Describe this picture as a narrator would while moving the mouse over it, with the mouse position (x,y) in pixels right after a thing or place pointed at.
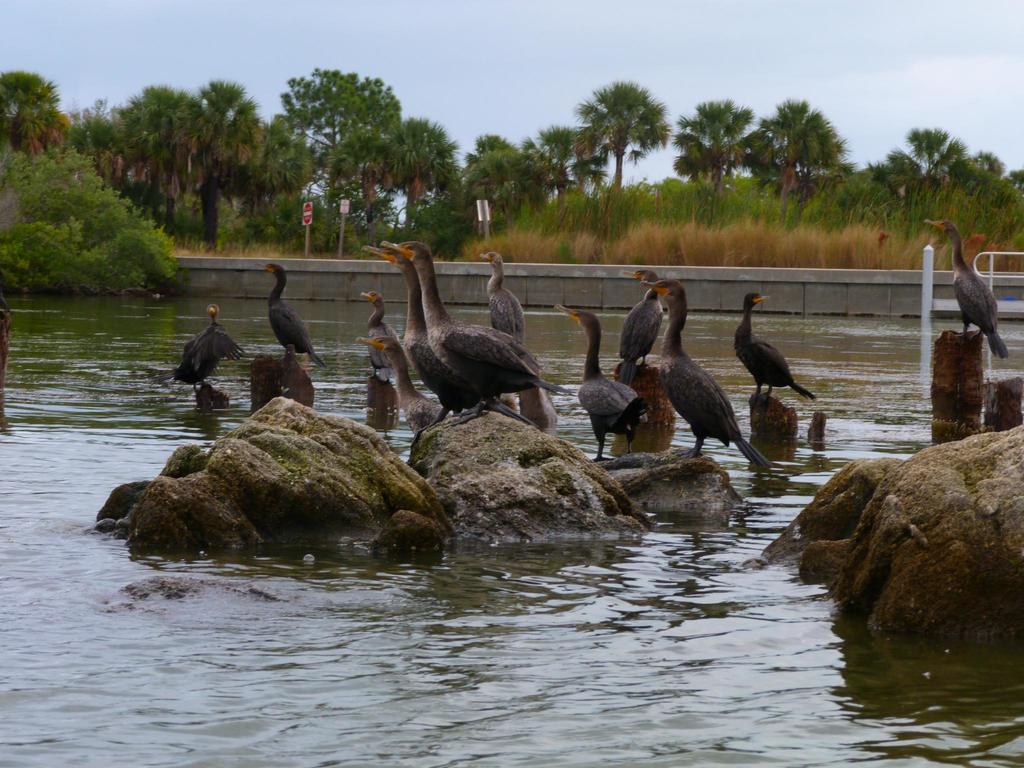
In this image I can see few birds (423,356) standing on stones (532,484). They are in black and brown color. I can see water (557,664), trees (407,132) and signboards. The sky (643,49) is in blue and white color.
